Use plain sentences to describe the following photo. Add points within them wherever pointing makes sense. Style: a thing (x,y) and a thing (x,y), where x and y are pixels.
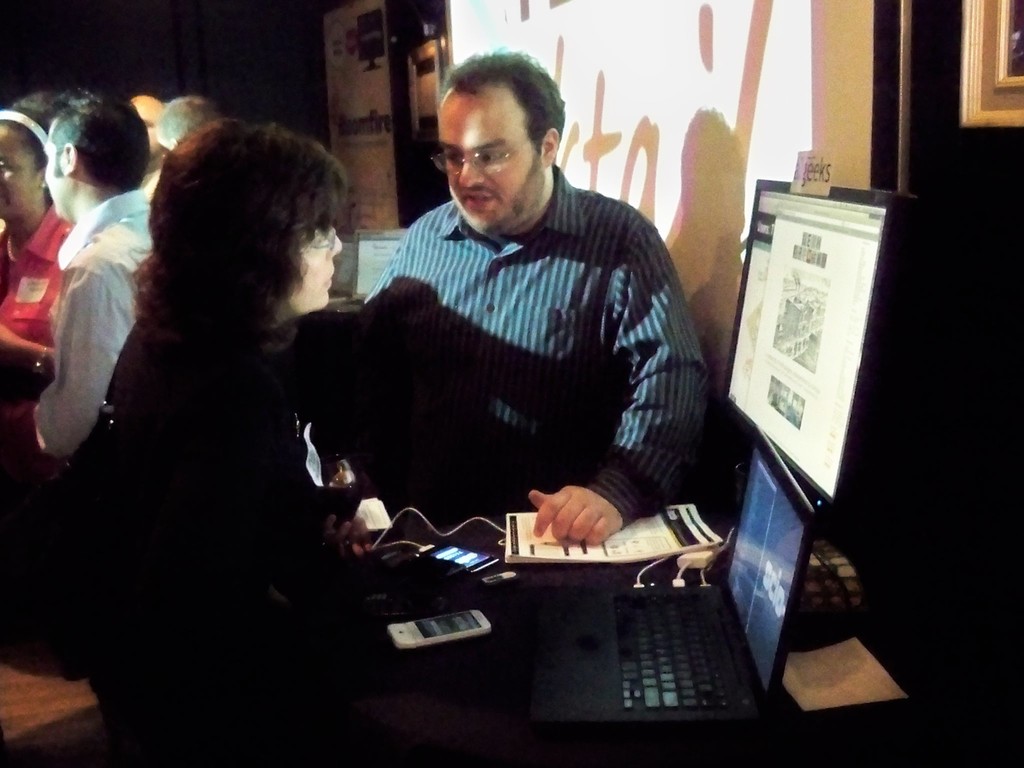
As we can see in the image there are few people (108,298) here and there, wall (886,81), photo frame (972,107) and table (819,745). On table (858,745) there are screens (863,359), mobile phone (444,628) and book (643,522).
